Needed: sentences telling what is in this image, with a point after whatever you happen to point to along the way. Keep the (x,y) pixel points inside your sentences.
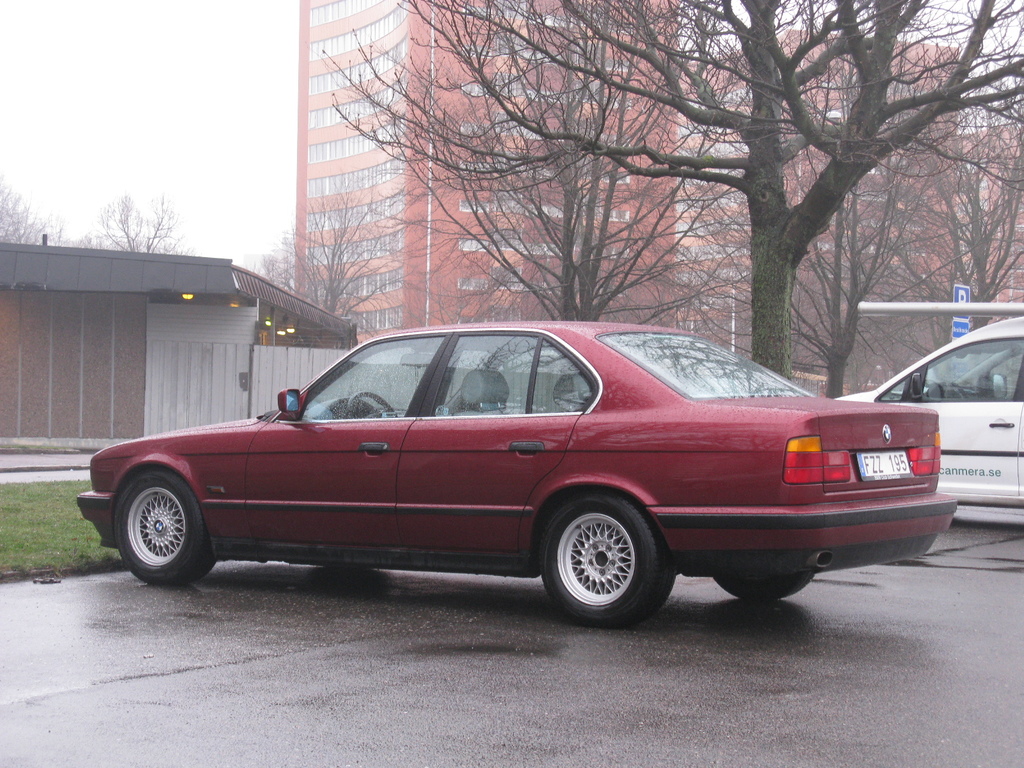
In this picture I can see the road (993,700) in front (981,712), on which there are 2 cars (699,337) and in the middle of this picture (371,262) I can see the grass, few buildings (304,309) and number of trees (579,202). In the background (228,81) I can see the sky (254,106). On the right side of this picture (883,315) I can see a white pole (934,314) and a blue color board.
